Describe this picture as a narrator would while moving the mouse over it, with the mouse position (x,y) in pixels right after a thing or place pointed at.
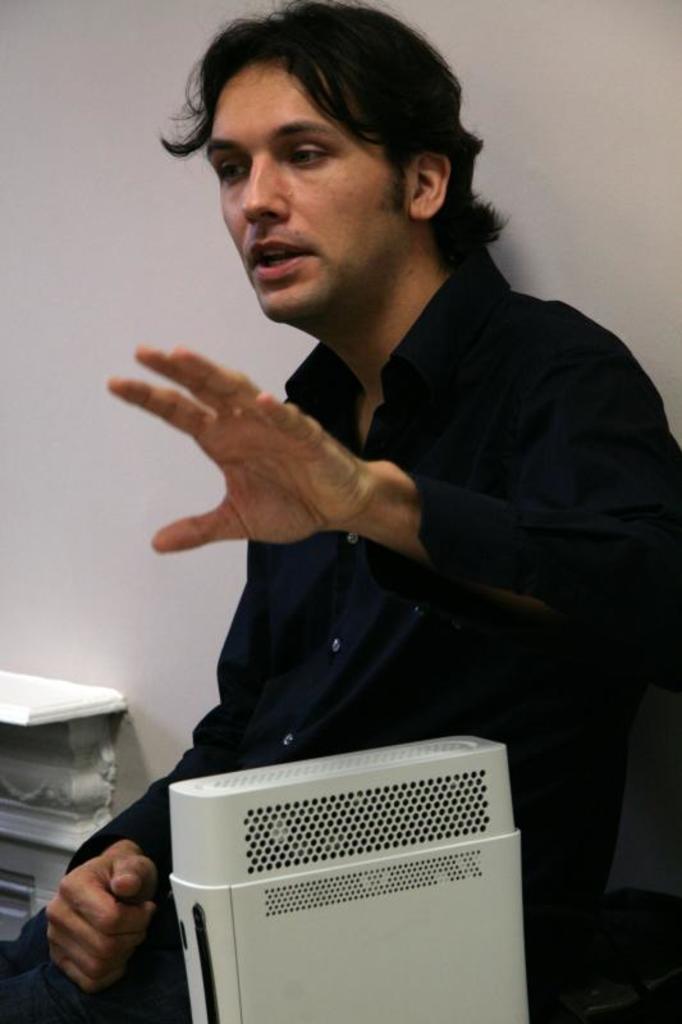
There is one man (356,590) sitting and wearing a black color shirt (483,622) as we can see in the middle of this image (441,632) and there is a white color wall (77,235) in the background (109,184). There is a white color object (334,848) present at the bottom of this image (365,928).
